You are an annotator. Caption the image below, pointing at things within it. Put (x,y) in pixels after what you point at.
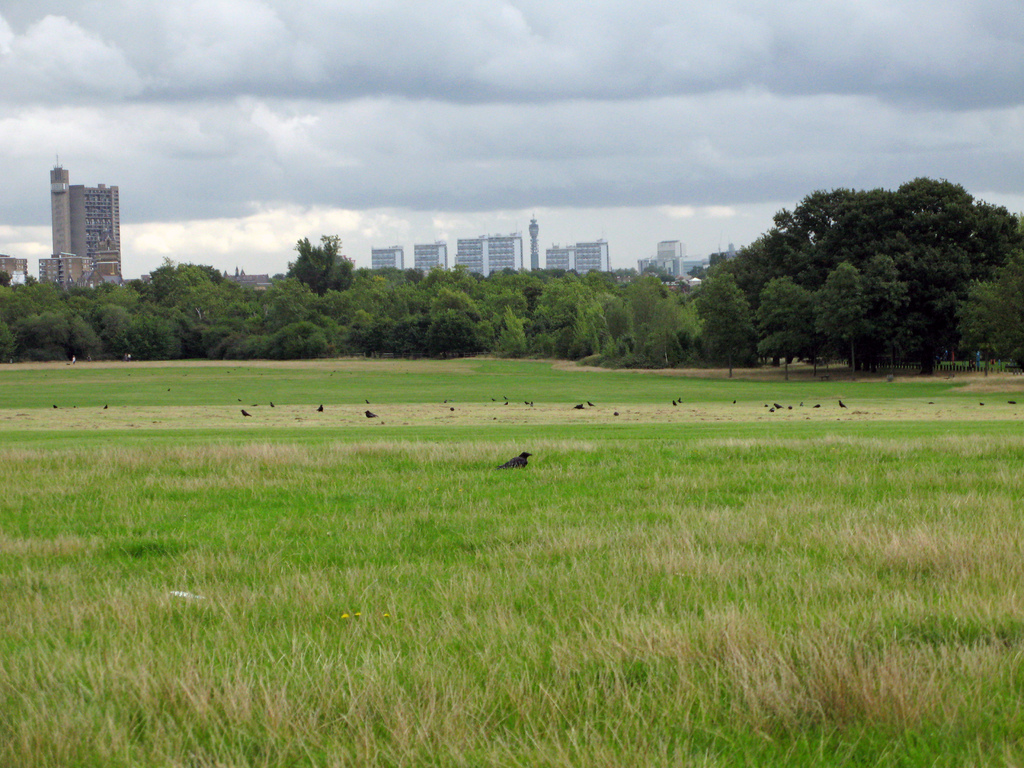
In this image we can see birds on the grass (478,465). In the background (327,309) there are trees (327,309), buildings (86,260) and clouds (933,43) in the sky (933,43).
